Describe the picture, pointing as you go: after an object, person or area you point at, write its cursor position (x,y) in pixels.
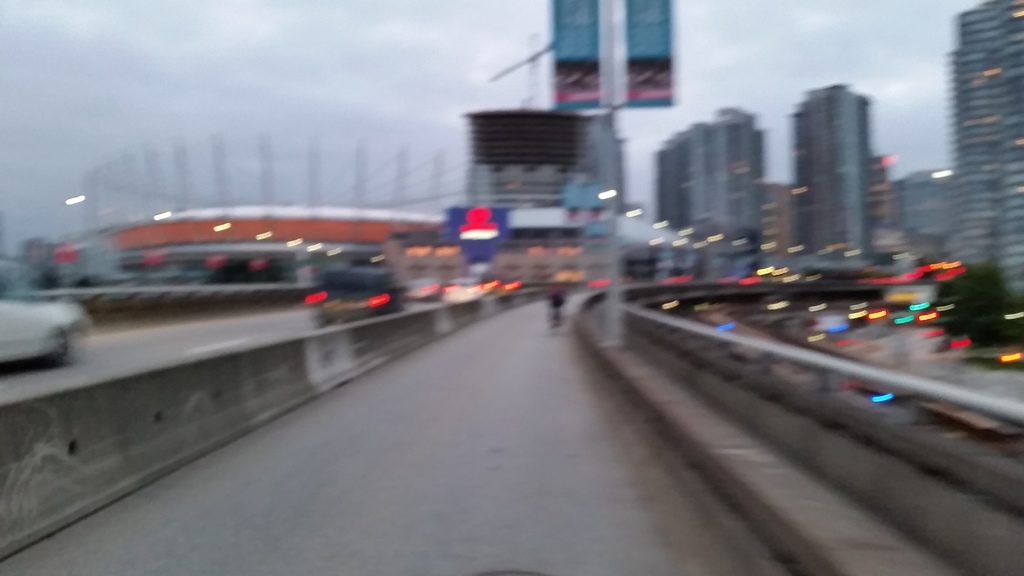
It is a blur picture there is a bridge (655,383) and around the bridge (549,288) there are many buildings (695,189) and few vehicles (377,279) are moving on the bridge (537,337).
